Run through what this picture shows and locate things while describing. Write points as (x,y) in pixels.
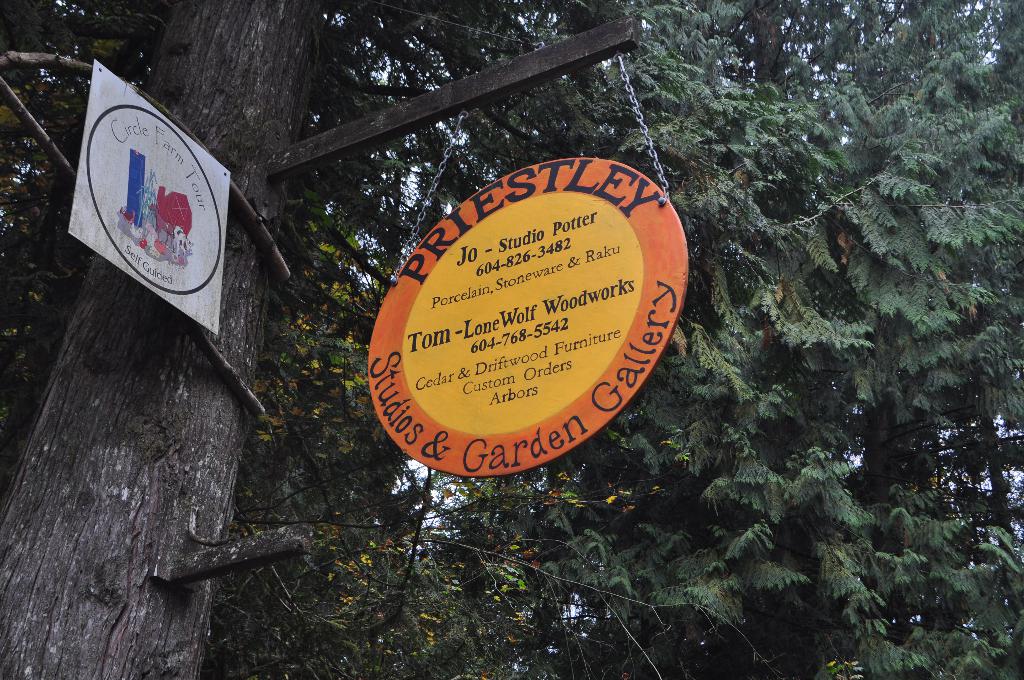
In this image we can see a tree (142,371) to which there are some boards (539,237) attached, in which some words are written and top of the image (932,201) there are some leaves (910,343).
